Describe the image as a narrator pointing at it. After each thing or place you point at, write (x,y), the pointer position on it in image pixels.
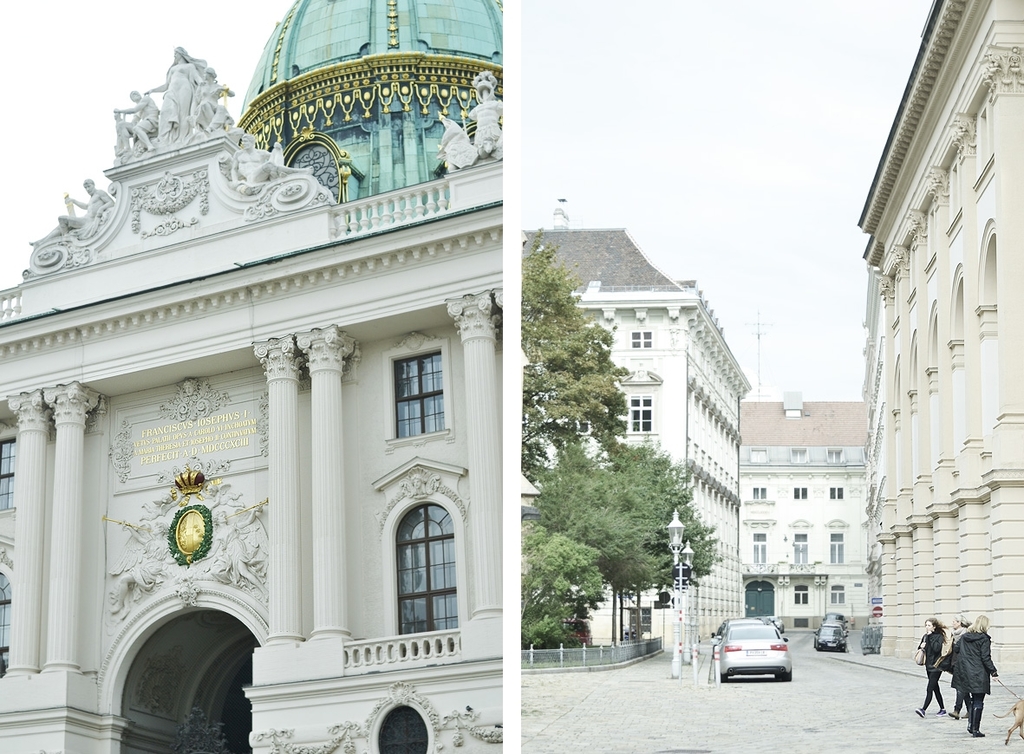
This is an image with collage. On the left side (311,553) we can see a building (401,458) with windows (397,429) and the sky (78,163). On the right side (941,549) we can see some buildings (928,549), cars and poles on the road (874,716), some trees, a fence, some people (938,684) walking and the sky (766,211).
